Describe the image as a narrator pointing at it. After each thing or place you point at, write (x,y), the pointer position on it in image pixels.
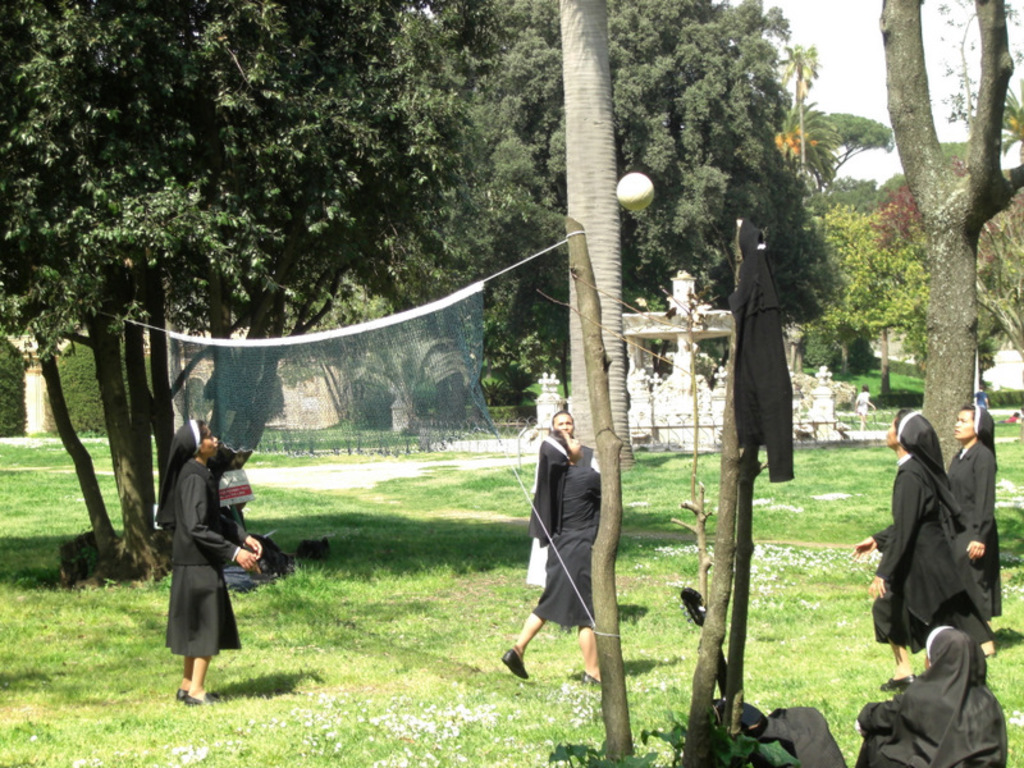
In this image we can see girls (594,519) playing volleyball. There are trees (226,185). At the bottom of the image (268,732) there is grass (263,749). There is net (397,316).
